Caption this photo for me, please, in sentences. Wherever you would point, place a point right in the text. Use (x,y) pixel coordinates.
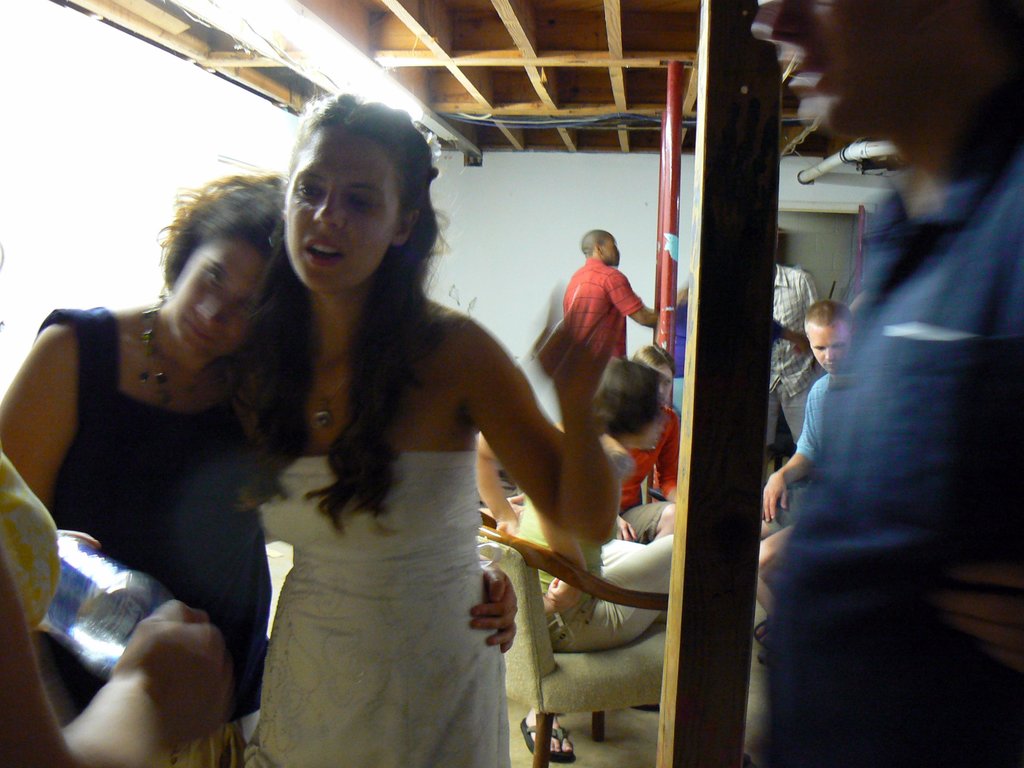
In the image there are few people (238,541) sitting and standing inside the room (127,80) and there are lights (354,69) on the ceiling (412,73).
